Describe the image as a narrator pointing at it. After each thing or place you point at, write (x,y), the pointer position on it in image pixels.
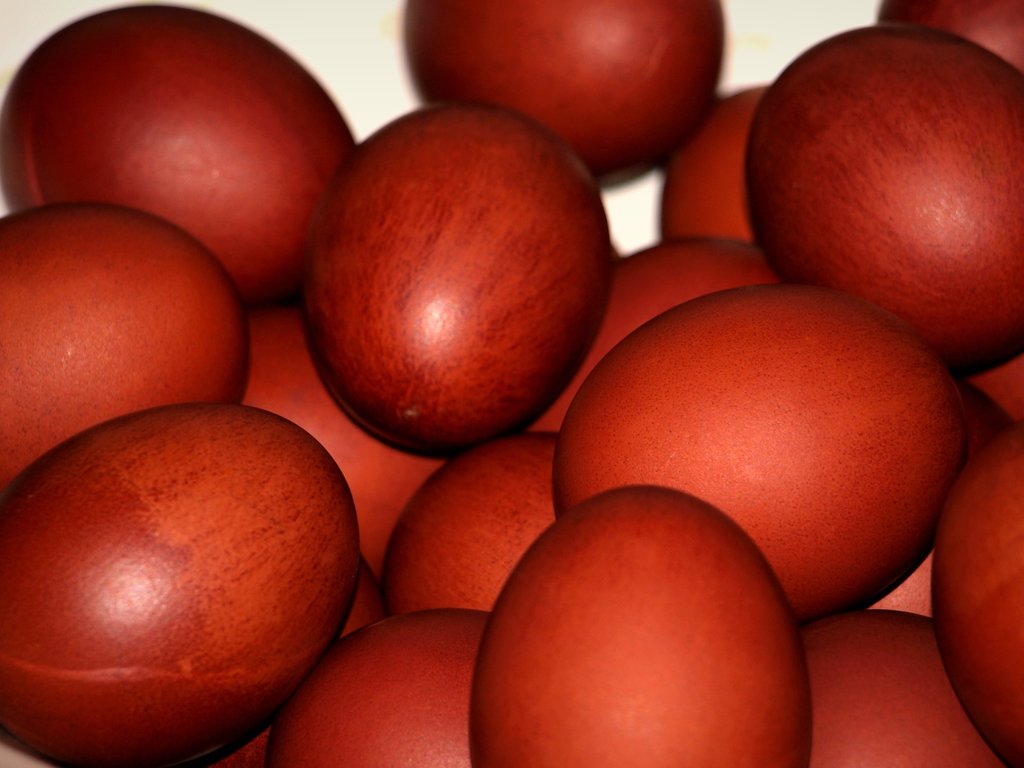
In the image we can see some red color objects (289,78).
